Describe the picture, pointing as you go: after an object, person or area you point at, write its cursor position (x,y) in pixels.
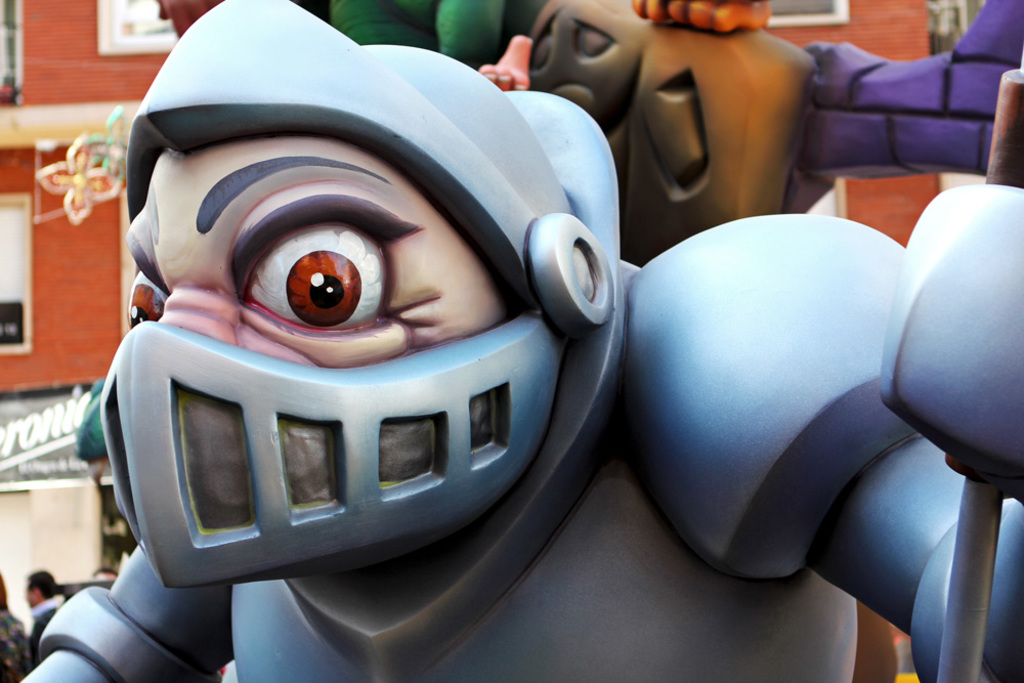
In this image there are toys (450,299), on the left (92,291) there is a building (63,425) and a man (35,604).
